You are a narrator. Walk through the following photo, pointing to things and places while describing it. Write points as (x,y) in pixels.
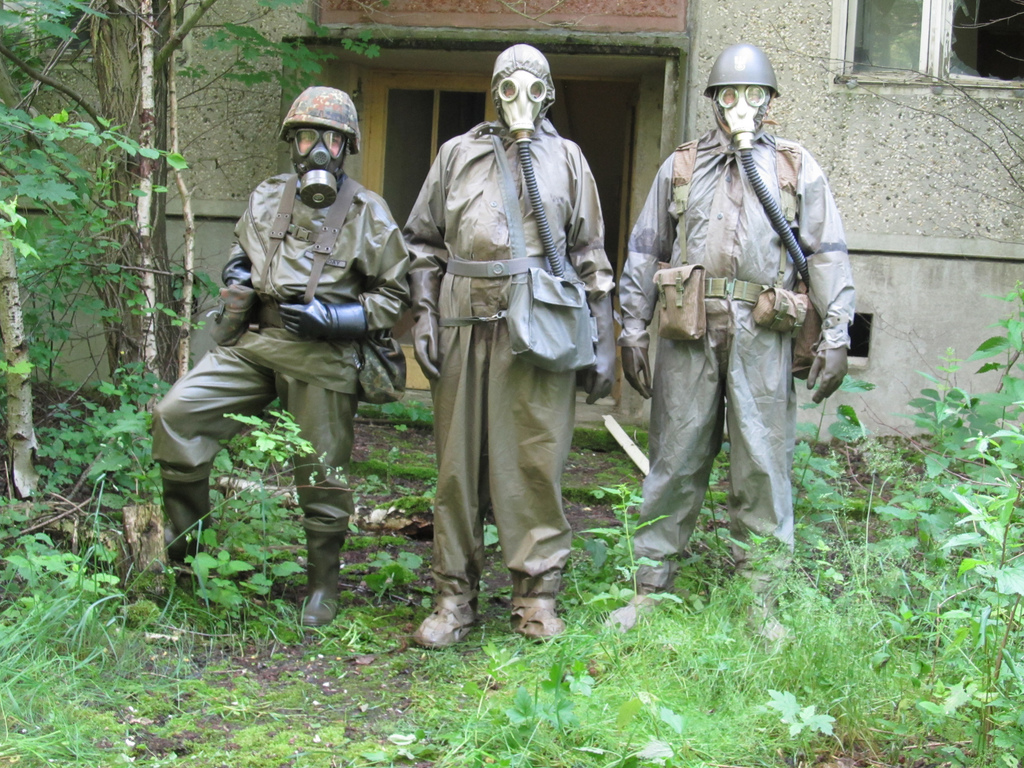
In this image I can see three people (504,395) with ash color dresses (676,360), helmets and masks (341,158). To the side of these people (358,248) I can see the plants (604,603) and trees (144,130). In the background (442,89) I can see the building (694,63).
